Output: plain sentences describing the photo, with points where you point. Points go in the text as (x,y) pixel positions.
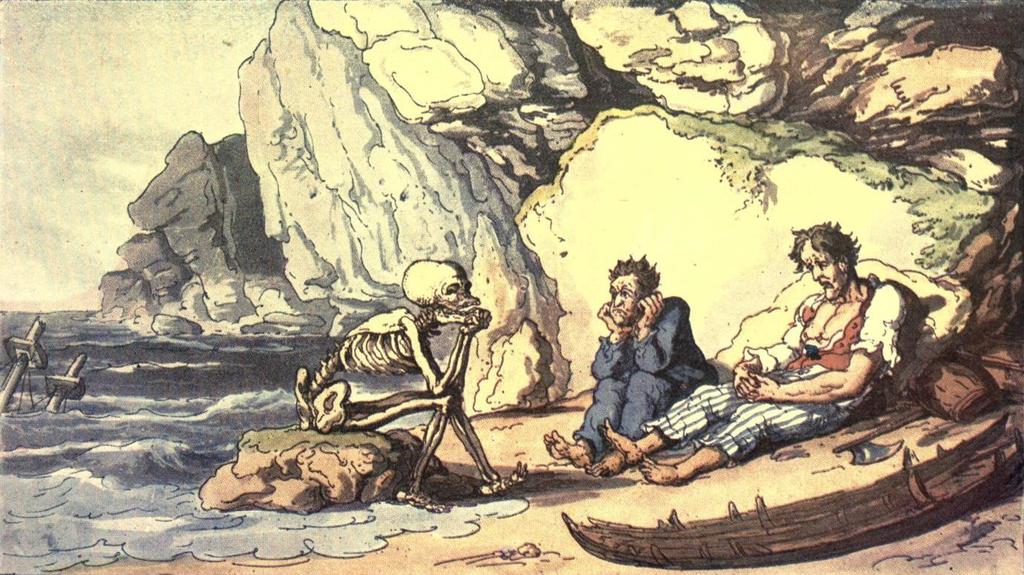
It is a painting. In this picture I can see hill (239,177), sky (115,36), water (167,470), boat (621,532), people (640,337), weapon (874,452), skeleton (459,316), rock (289,461), axe (876,429) and objects (953,400).
